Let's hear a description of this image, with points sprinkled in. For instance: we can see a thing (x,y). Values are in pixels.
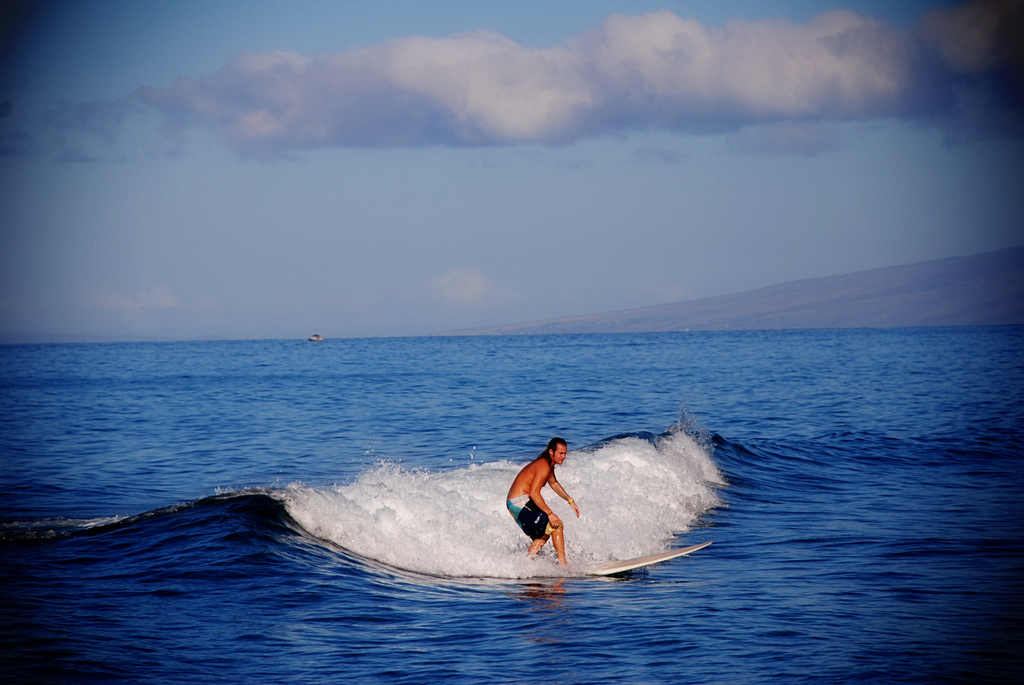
In this picture we can see a man (553,458) standing on a surfboard (688,551) and surfing on the water (517,408). In the background (395,149) we can see the sky (648,86) with clouds (476,76).
